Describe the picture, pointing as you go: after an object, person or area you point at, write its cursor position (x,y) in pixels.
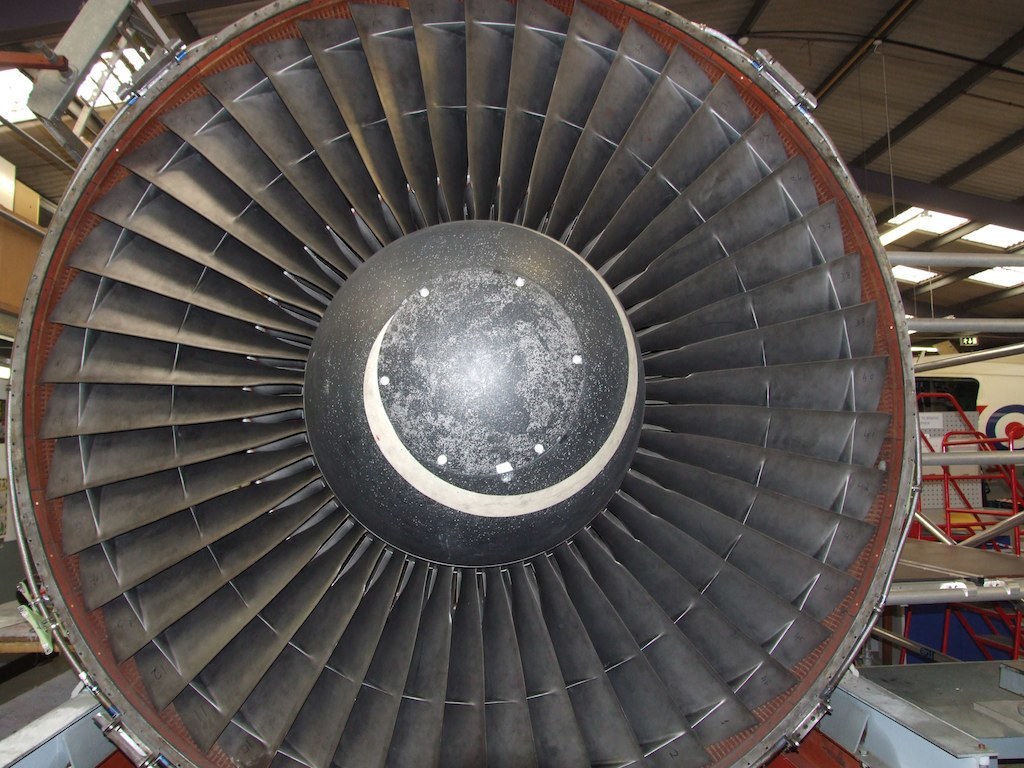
In this image I can see an engine (514,559). On both sides of an engine (115,681) I can see some objects (961,404). These are inside the shed (915,77).
